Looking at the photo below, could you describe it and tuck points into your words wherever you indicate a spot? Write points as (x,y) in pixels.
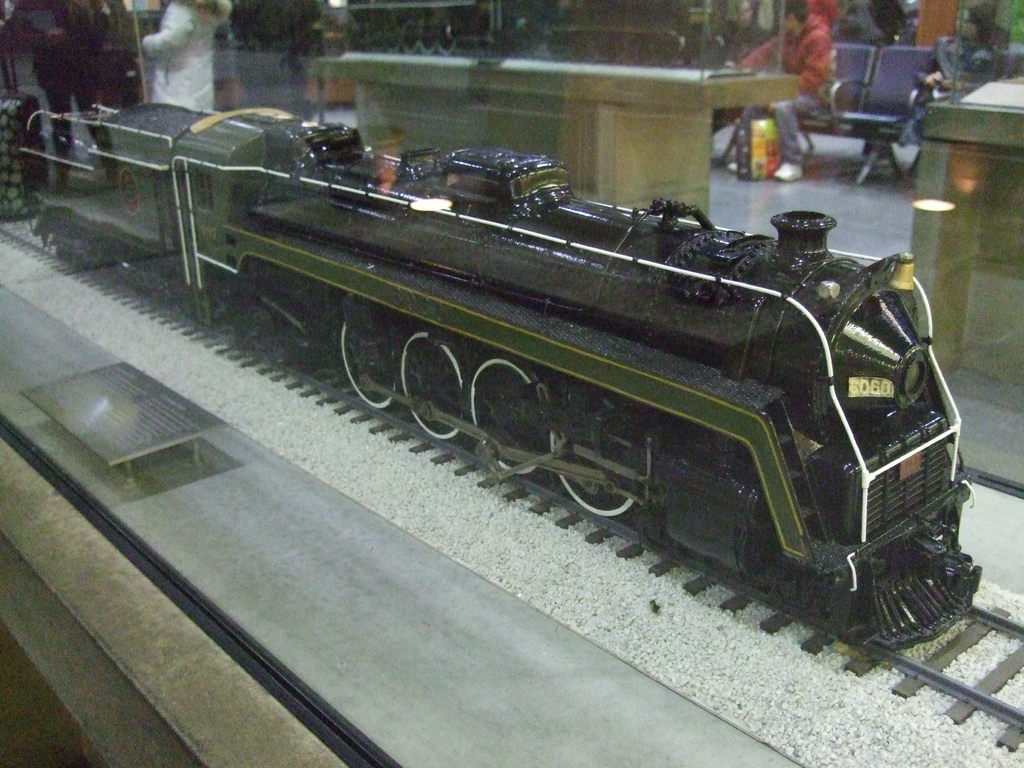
We can see train (812,399) on track (574,506) and board (123,447) on the surface (191,531). In the background (740,84) we can see tables (1004,170) and few people (937,47) are sitting on chairs (822,110) and few people (187,32) are standing.
